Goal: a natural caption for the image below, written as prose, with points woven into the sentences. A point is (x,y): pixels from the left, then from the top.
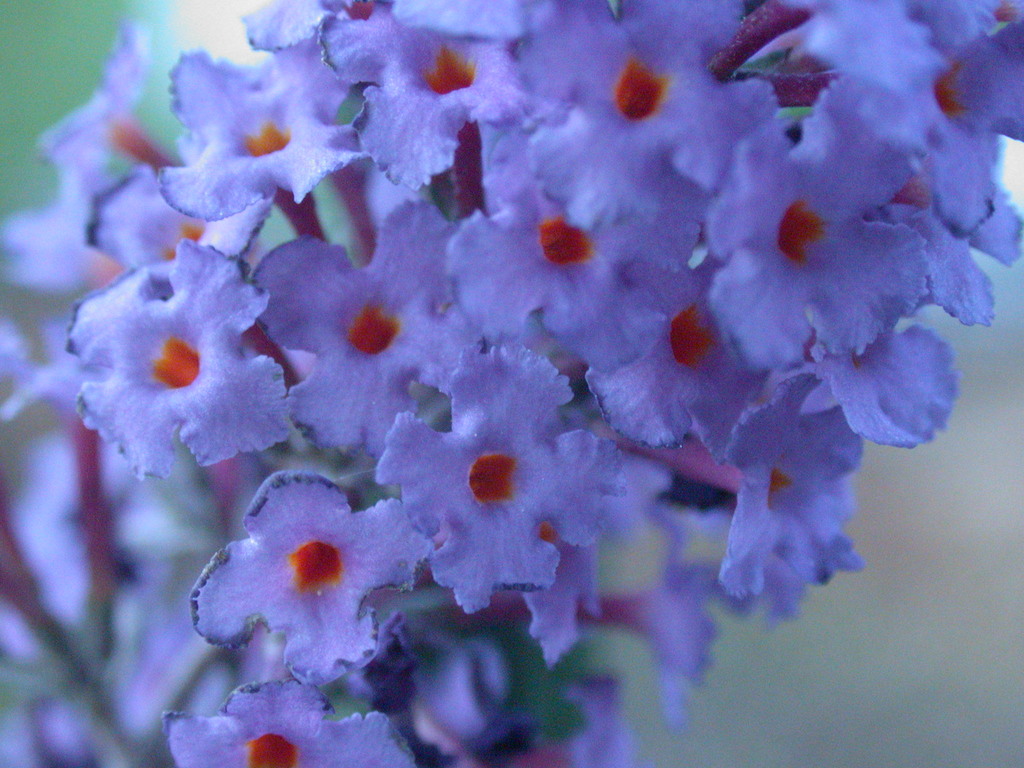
This image is a zoom in picture of a flowers (342,421) as we can see there are blue color flowers (421,344) in middle of this image (374,425).
